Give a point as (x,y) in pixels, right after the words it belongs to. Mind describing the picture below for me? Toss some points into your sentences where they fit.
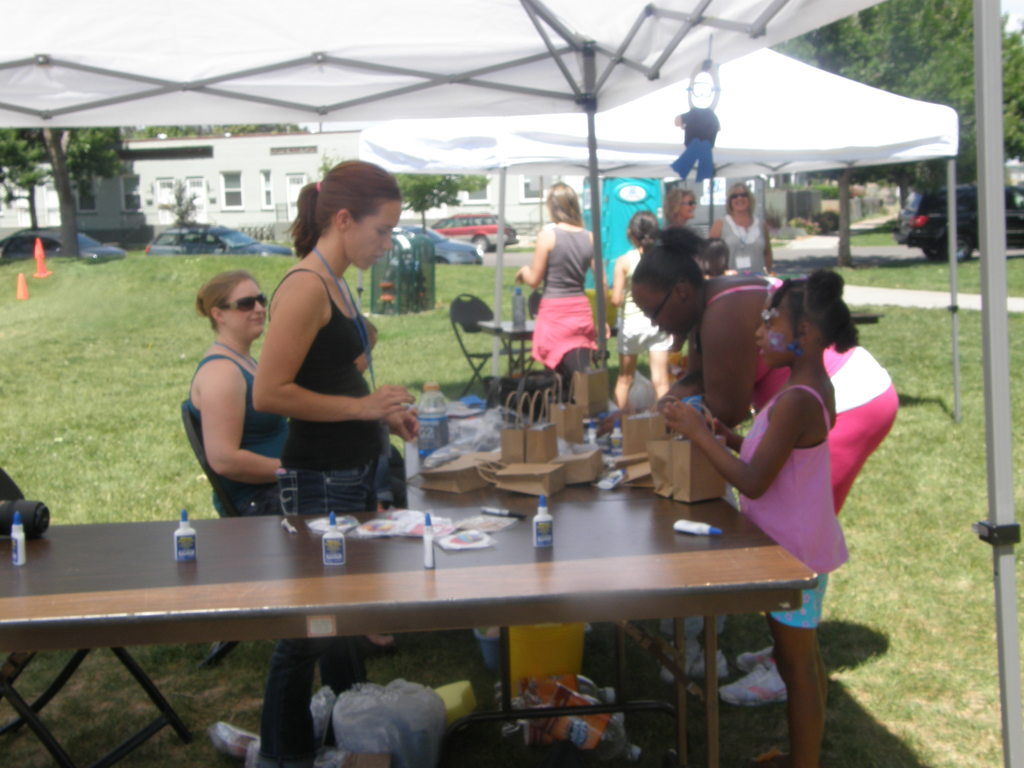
In this image there are group of people (269,373) some of them are sitting and some of them are standing. In the foreground (375,517) there is one table (210,523) on the table (596,551) there are some bottles (686,526) and packets (459,532) are there and some paper bags (570,430) are there on the table (352,538). On the top (435,45) there is a tent (579,105) and on the background (175,159) there are some trees (99,138) and buildings (279,187) and some cars (932,215) are there and on the bottom (453,652) there is a grass (225,663) on the grass (478,704) there are some plastic covers (416,713) and bottles (563,703) are there.
